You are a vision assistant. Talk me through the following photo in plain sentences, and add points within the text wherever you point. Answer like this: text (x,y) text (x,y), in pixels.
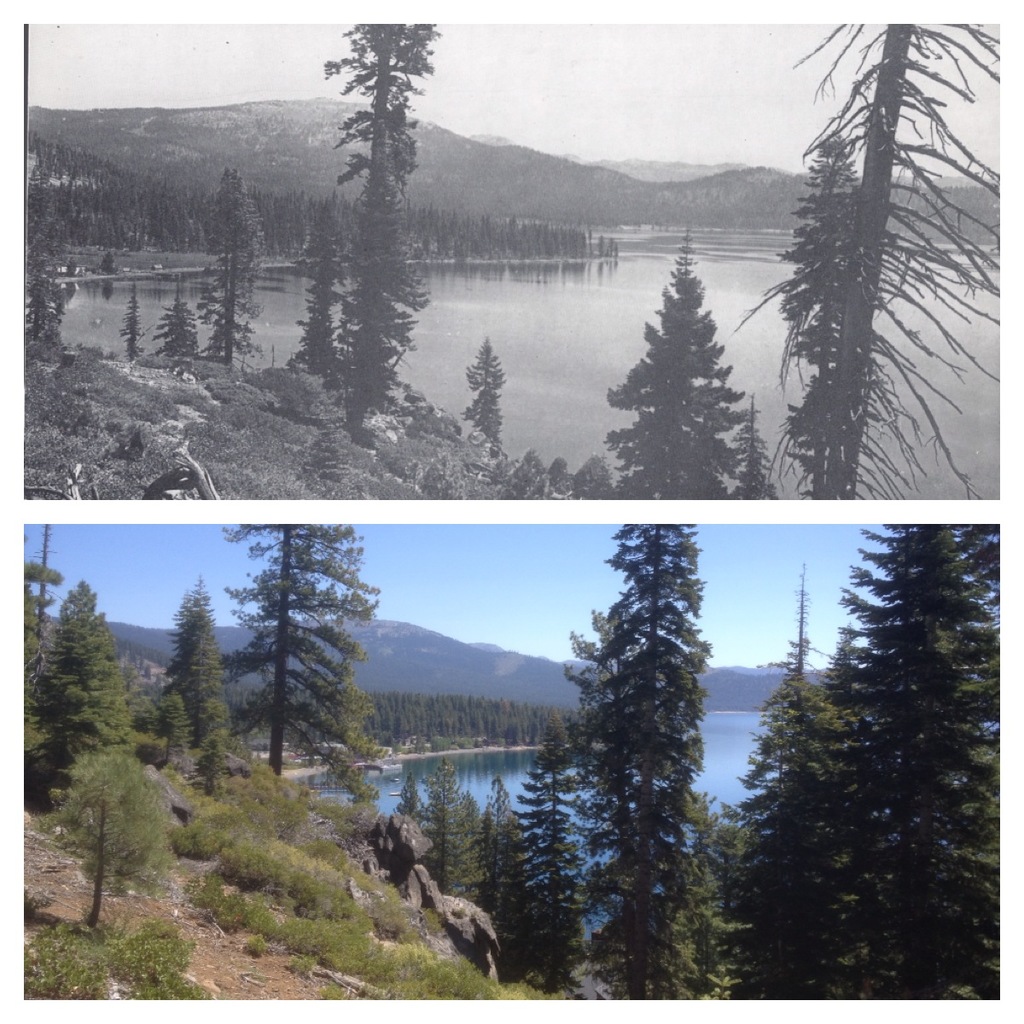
In the above picture there are trees (493,224) and water (595,285) and there are mountains (725,171) in background (624,160) and the picture is in black and white color and in below picture there are trees (763,840), water (718,748) and there are mountains (411,662) in the background (488,657).
